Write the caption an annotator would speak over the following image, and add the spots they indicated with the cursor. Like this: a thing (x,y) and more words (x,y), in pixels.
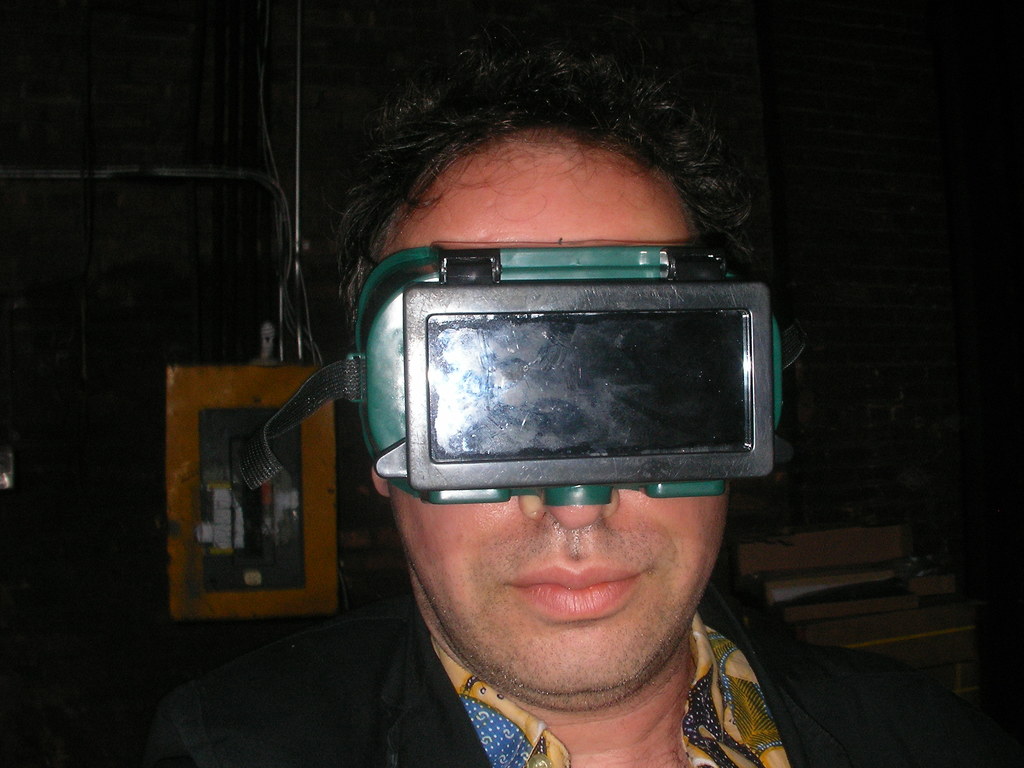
In this picture we can see a person (339,757) wore a blazer (371,669), welding goggles (505,475) and in the background (867,368) we can see some objects (239,482) and it is dark.
